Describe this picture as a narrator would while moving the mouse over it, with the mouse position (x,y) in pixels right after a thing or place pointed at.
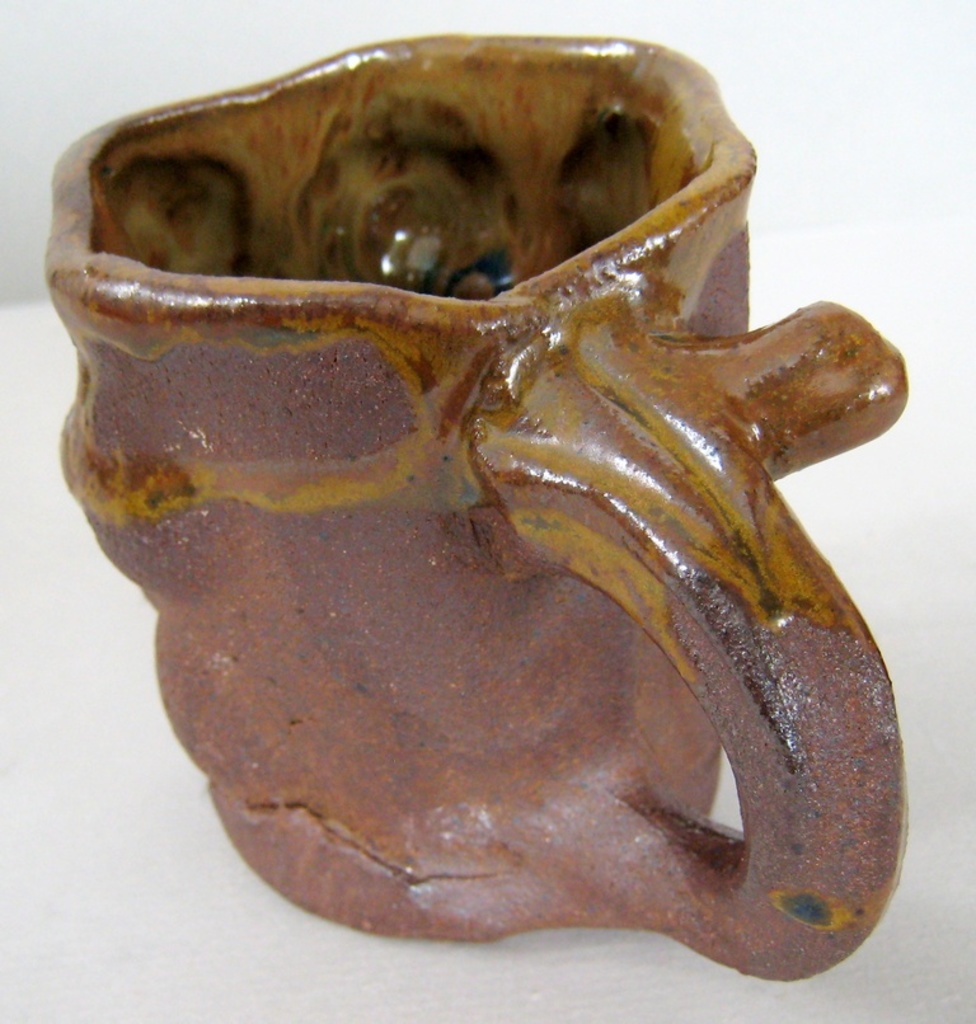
In this image we can see a cup (721,402) in brown color.
